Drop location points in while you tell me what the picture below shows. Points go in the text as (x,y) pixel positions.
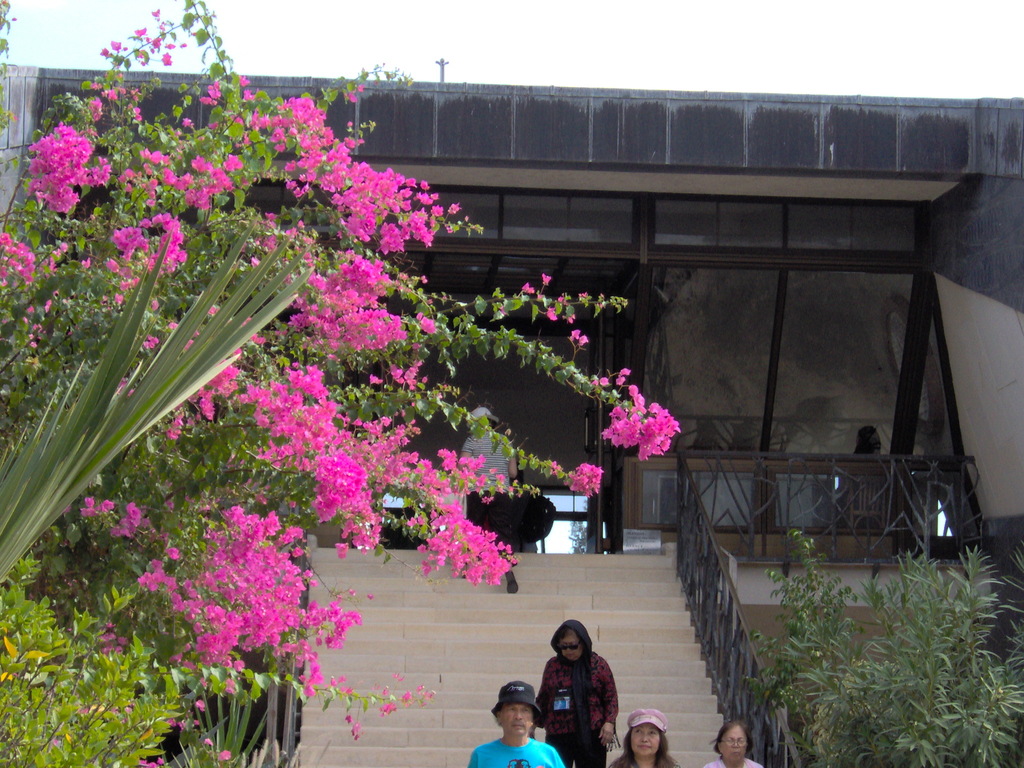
As we can see in the image there are trees (236,339), flowers (350,447), plants (869,717), stairs (674,705), few people (652,744) here and there and a building (982,364). At the top (730,39) there is a sky (925,14).
